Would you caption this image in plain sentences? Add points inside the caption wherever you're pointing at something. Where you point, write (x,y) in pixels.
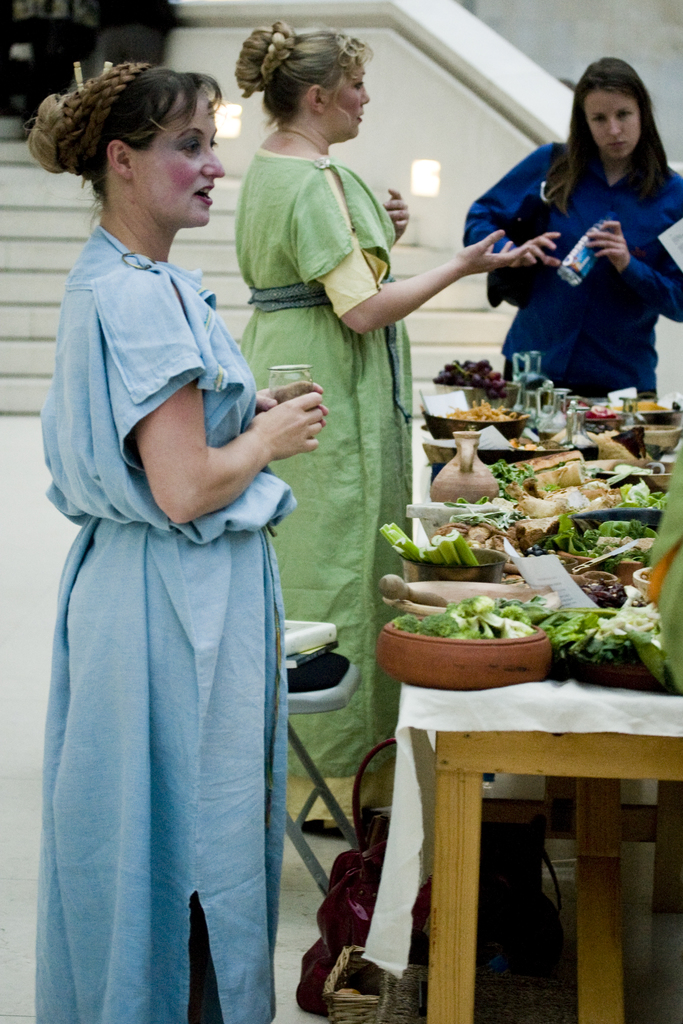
in this image there are 3 people (631,360) standing. right to them is a table (551,708) on which there are food items (604,645). behind them there are stairs (53,271).
